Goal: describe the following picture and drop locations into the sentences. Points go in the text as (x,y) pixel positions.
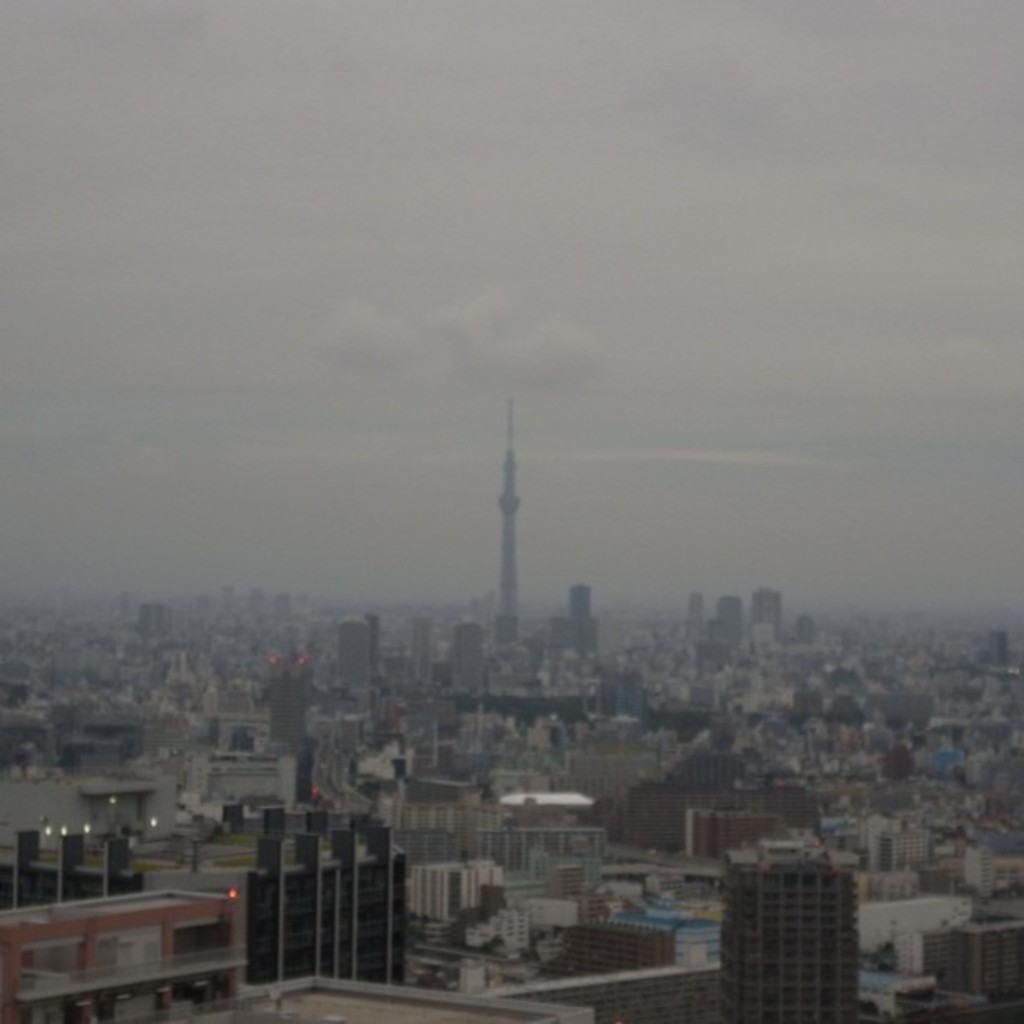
In this picture we can observe some buildings (386,848). There is a tall tower (508,536). In the background (318,427) there is a sky (498,330) with some clouds (482,349).
